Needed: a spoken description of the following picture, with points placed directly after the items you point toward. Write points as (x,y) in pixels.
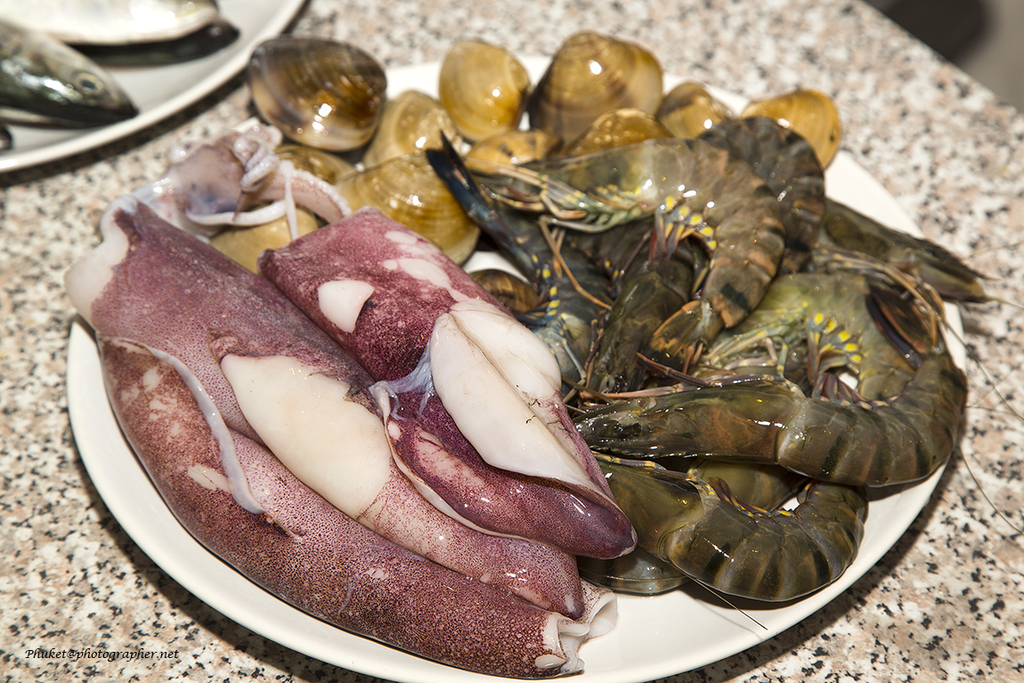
In this image I can see few aquatic animals (433,456) in the plates (180,80) and the plates (262,9) are on the brown and cream color surface (935,126).
